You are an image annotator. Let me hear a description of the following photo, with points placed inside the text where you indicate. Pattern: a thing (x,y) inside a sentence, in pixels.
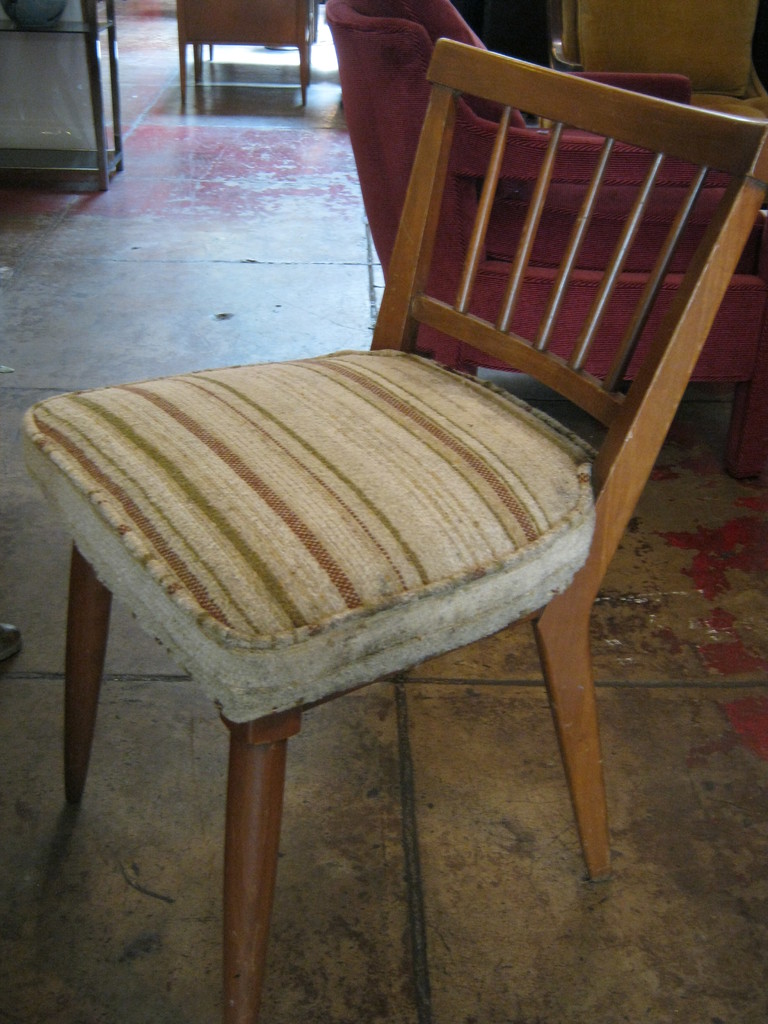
In the image there is a chair (336,476) in the front (367,566) and behind it there is a sofa set (425,42) on the floor (194,223).
